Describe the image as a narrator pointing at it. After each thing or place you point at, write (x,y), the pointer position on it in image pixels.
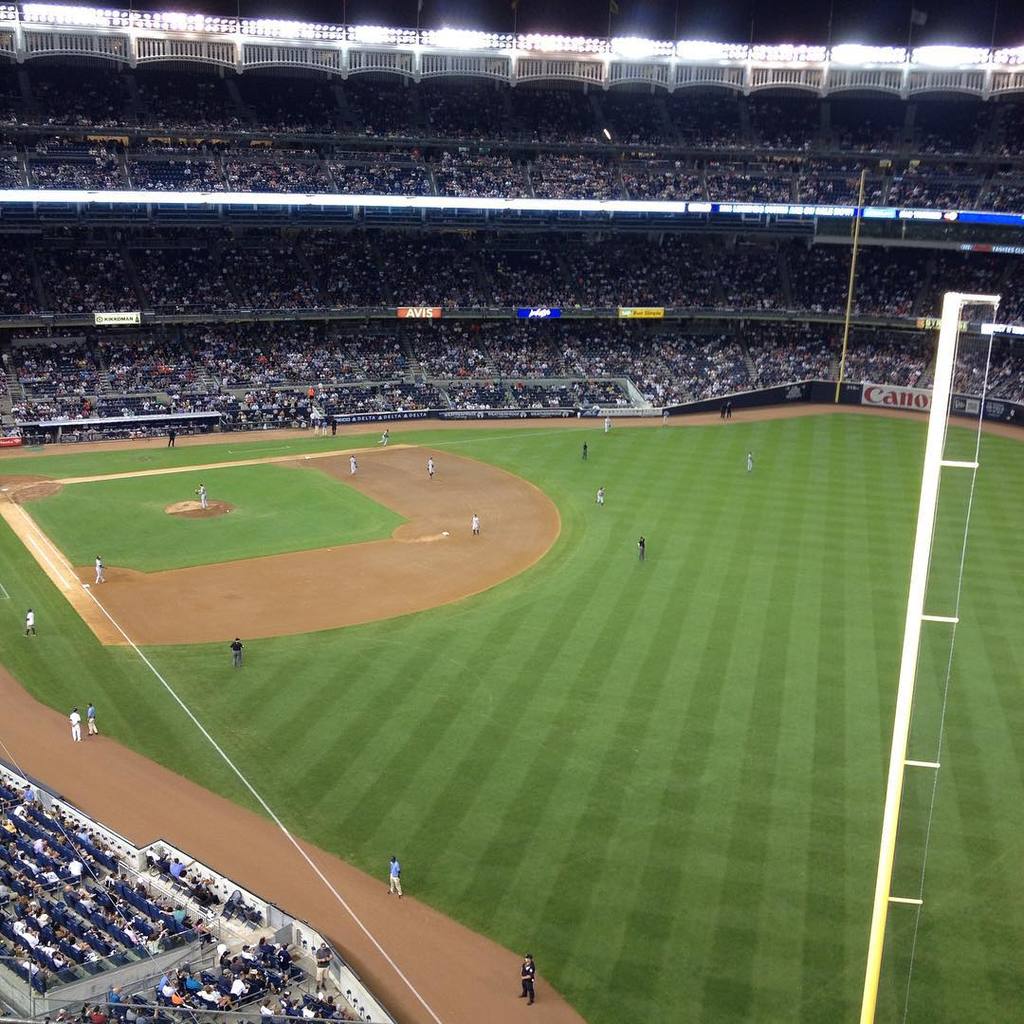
In this picture I can see it looks like a stadium (788,743), at the bottom (790,784) there is the ground (790,784), few people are there. At the top (702,273) a lot of people (621,365) are watching the game. In the left hand side (240,978) bottom a group of people (256,986) are there.
